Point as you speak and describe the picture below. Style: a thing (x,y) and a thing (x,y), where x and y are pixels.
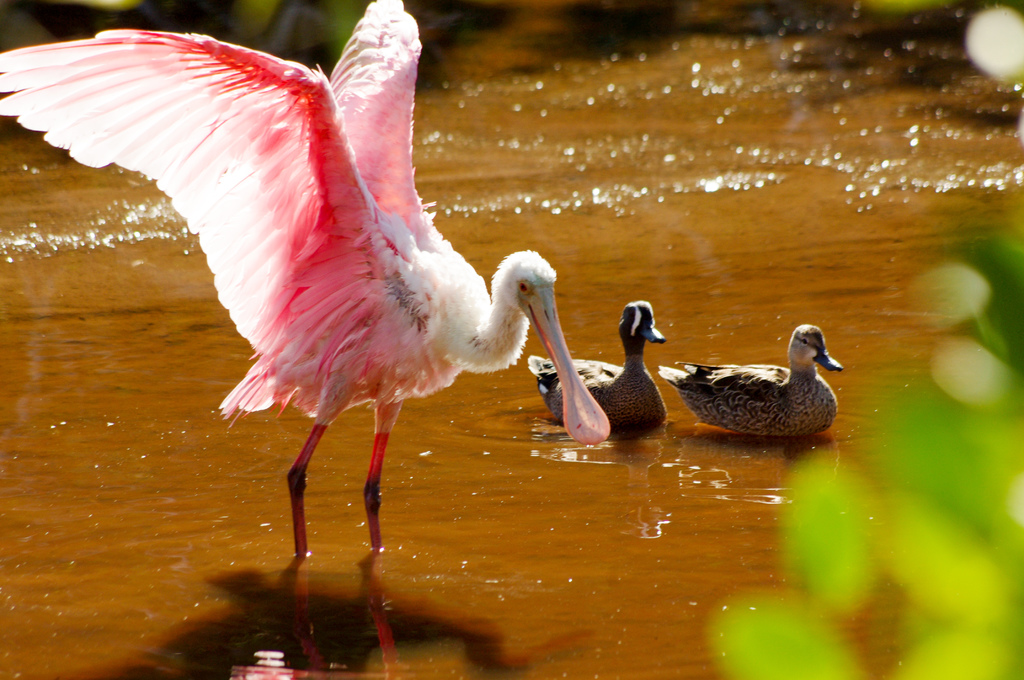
This image is taken outdoors. On the right side of the image (868,551) there is a plant (984,512). At the bottom of the image (344,560) there is a pond (129,419) with water (178,384). In the middle of the image (615,372) there are two ducks (646,380) in the pond (772,451) and there is a bird (348,209) with long beak (564,377) and feathers (355,150).
